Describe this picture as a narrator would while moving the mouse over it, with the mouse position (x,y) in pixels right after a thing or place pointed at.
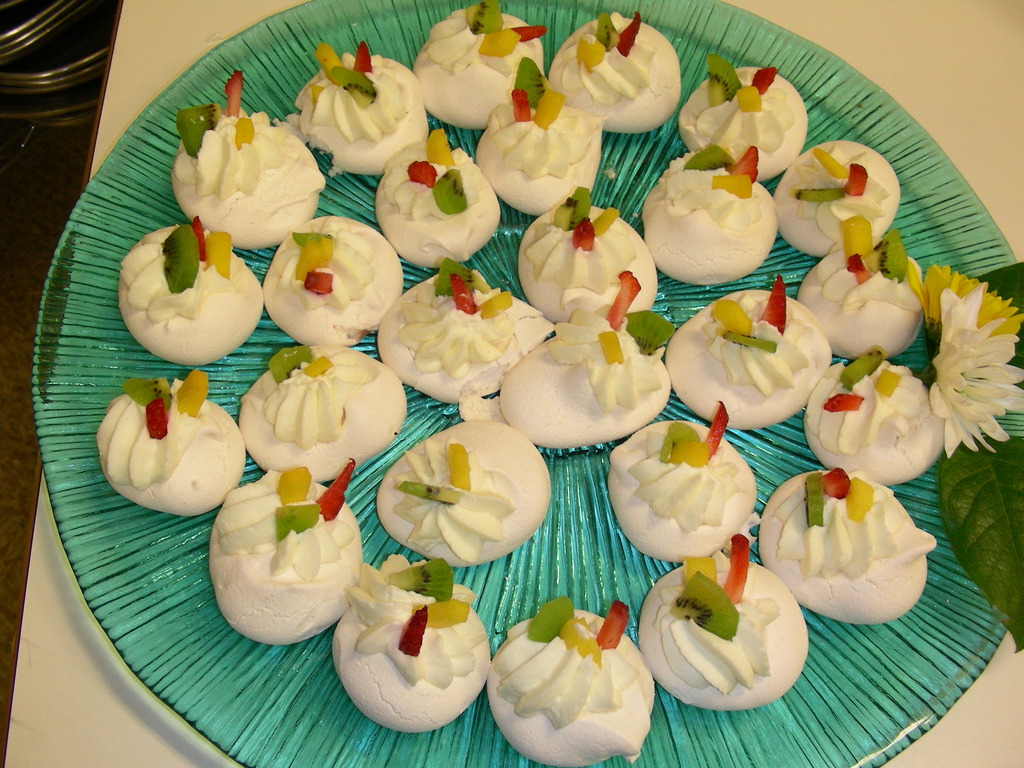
This image consist of food (604,387) which is on the plate (772,434) in the center (431,350).
